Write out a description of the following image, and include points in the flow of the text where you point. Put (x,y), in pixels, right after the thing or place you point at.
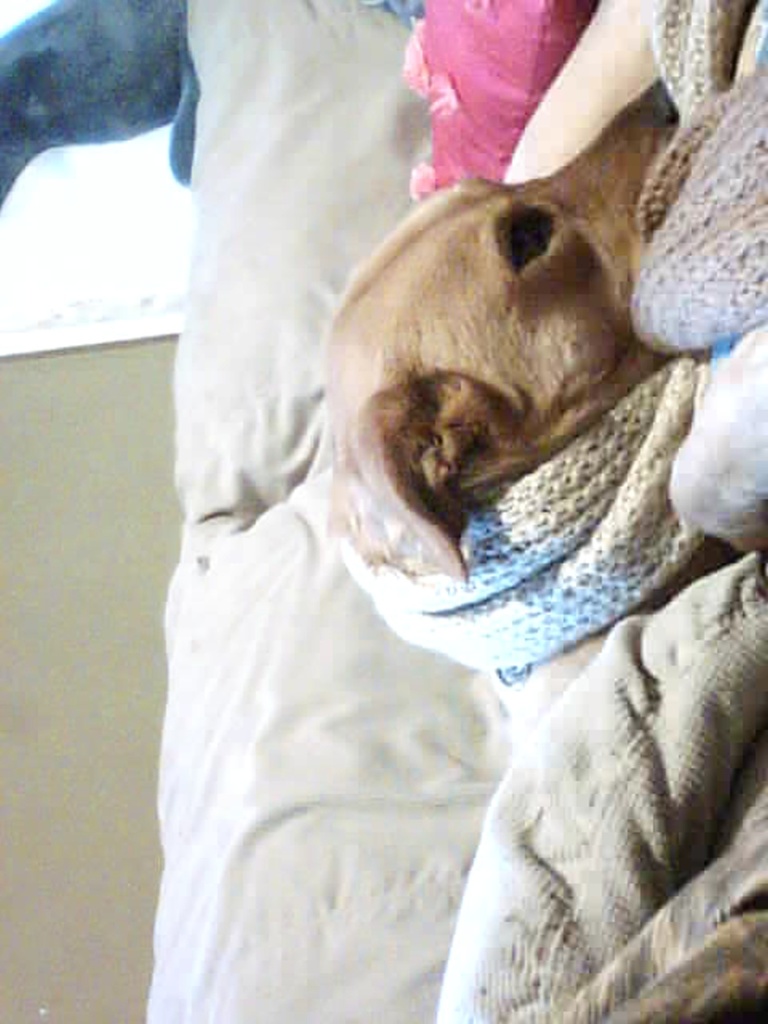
In this image I can see a dog (502,379) which is in brown color and the dog (508,372) is on the white color cloth (317,471). Background (60,864) the wall (112,539) is in cream color.
